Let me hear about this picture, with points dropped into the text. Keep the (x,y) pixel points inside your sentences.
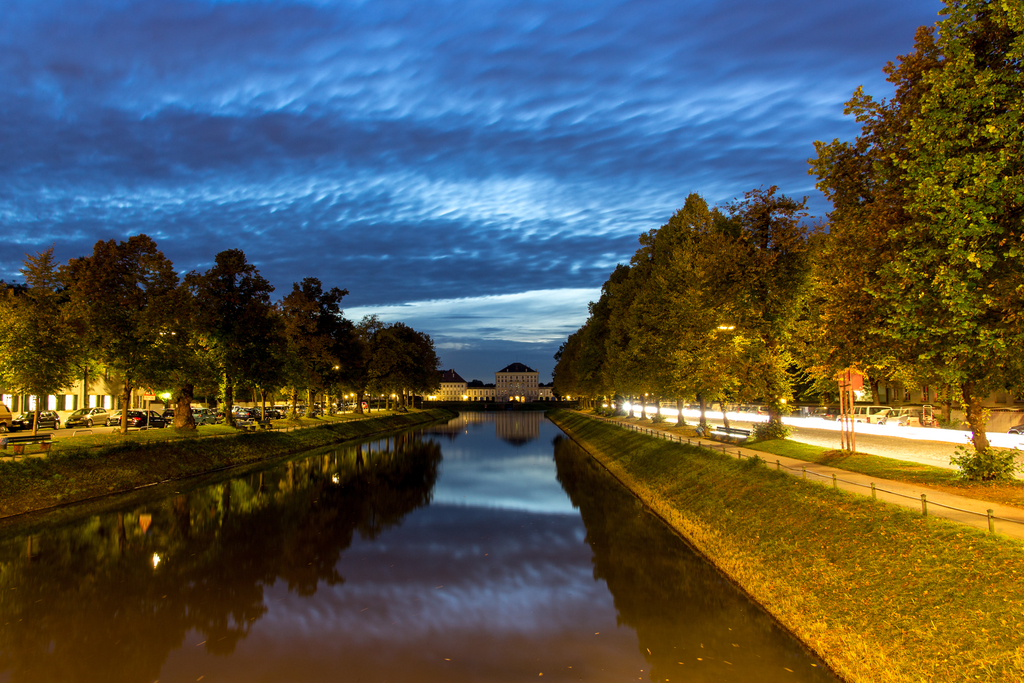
In this image, I think this is a canal (388,510) with the water (345,494). These are the trees (191,344) with branches (674,322) and leaves (190,384). This looks like a pathway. On the left side of the image (211,410), I can see the cars (152,410). Here is the grass (712,507) and the bushes (981,472). These are the clouds (362,191) in the sky (550,220). In the background (527,369), I can see the buildings (546,392).
